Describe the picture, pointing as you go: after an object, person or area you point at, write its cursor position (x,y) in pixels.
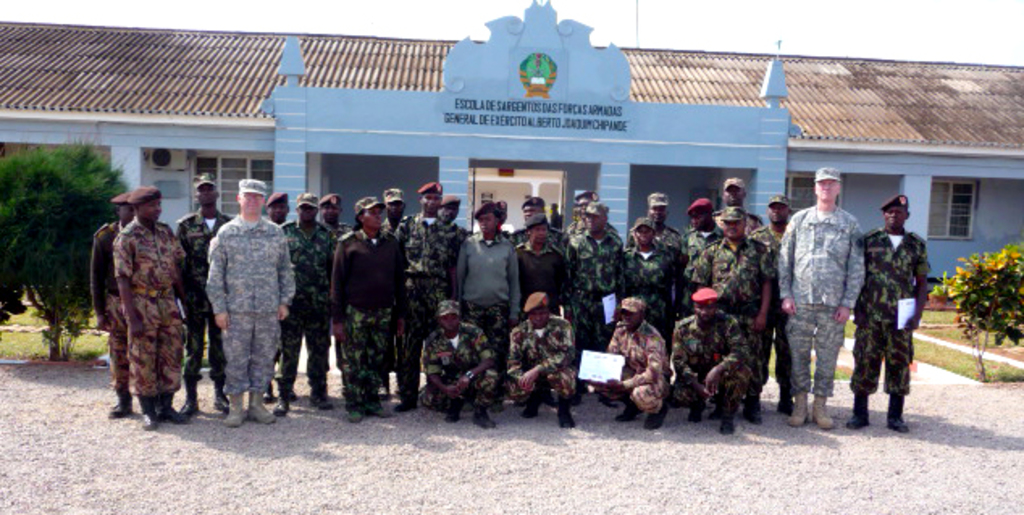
Few people (424,315) are standing and these people (676,344) are sitting like squat position and this man (622,348) holding an object (612,355) and we can see plants (15,229). In the background (956,236) we can see building (219,99), grass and sky (899,44).
